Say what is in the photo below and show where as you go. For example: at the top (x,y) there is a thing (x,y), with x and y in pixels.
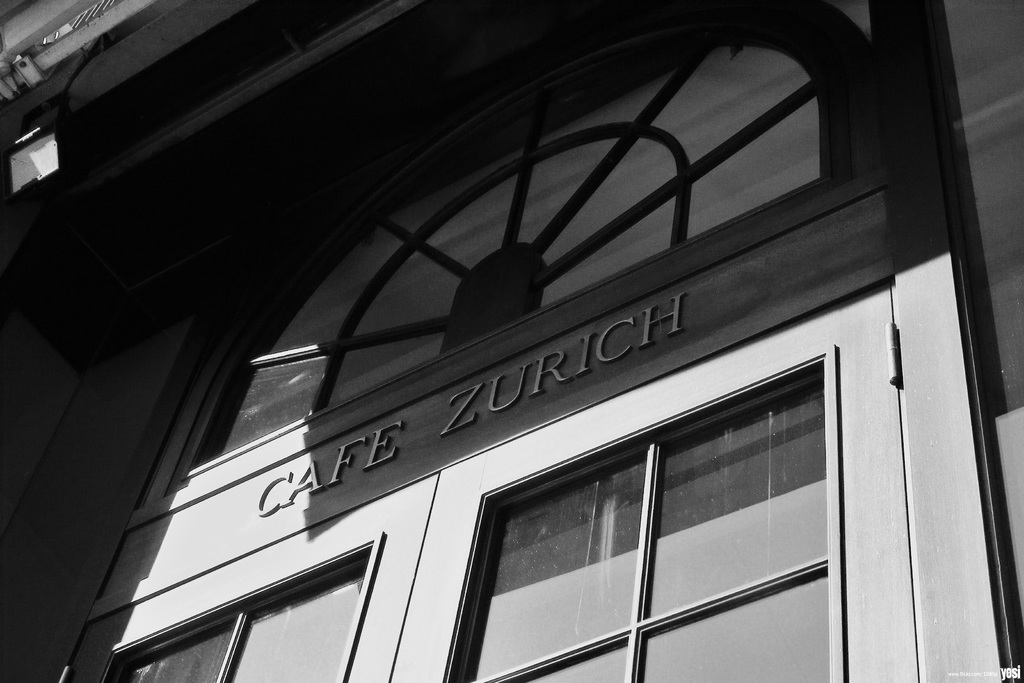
This is a black and white image. There is a door (817,372) of a building (961,58).
